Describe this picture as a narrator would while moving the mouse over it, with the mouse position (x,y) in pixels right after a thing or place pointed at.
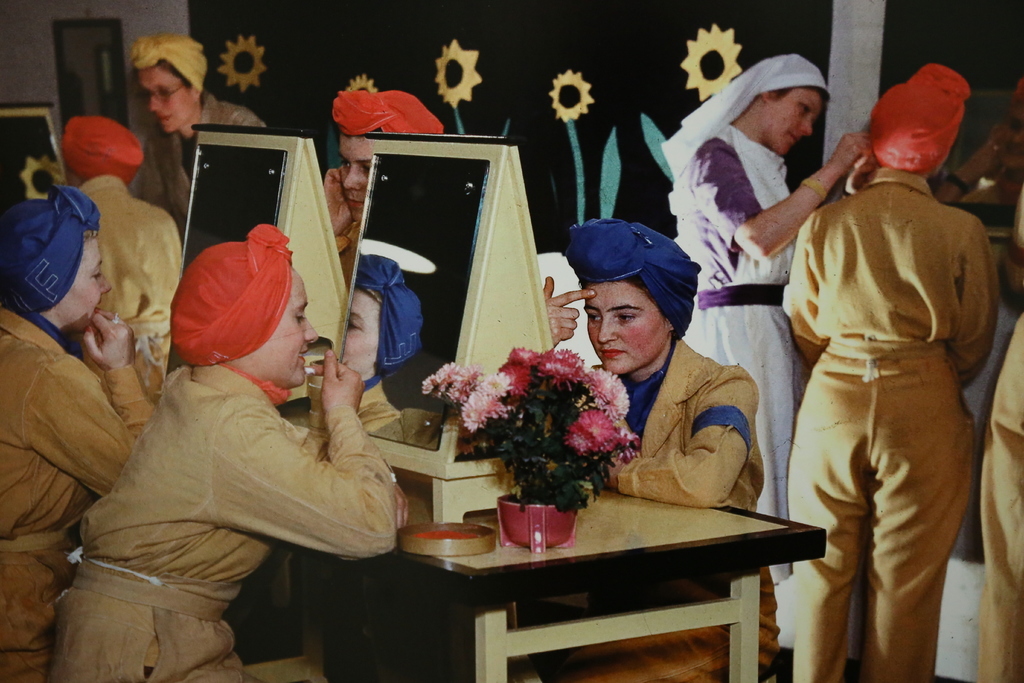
In this picture there are three persons (295,370) who are sitting on a chair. There are two mirrors (433,267), a flower pot (530,542) and a plant (572,466), round object (476,545) is seen on the table (701,538). Few people (768,250) are standing to the right side (943,275) and two people (127,156) are standing to the left side (188,90). A black curtain (570,36) and a flower (465,74) is seen on the curtain (528,79).
